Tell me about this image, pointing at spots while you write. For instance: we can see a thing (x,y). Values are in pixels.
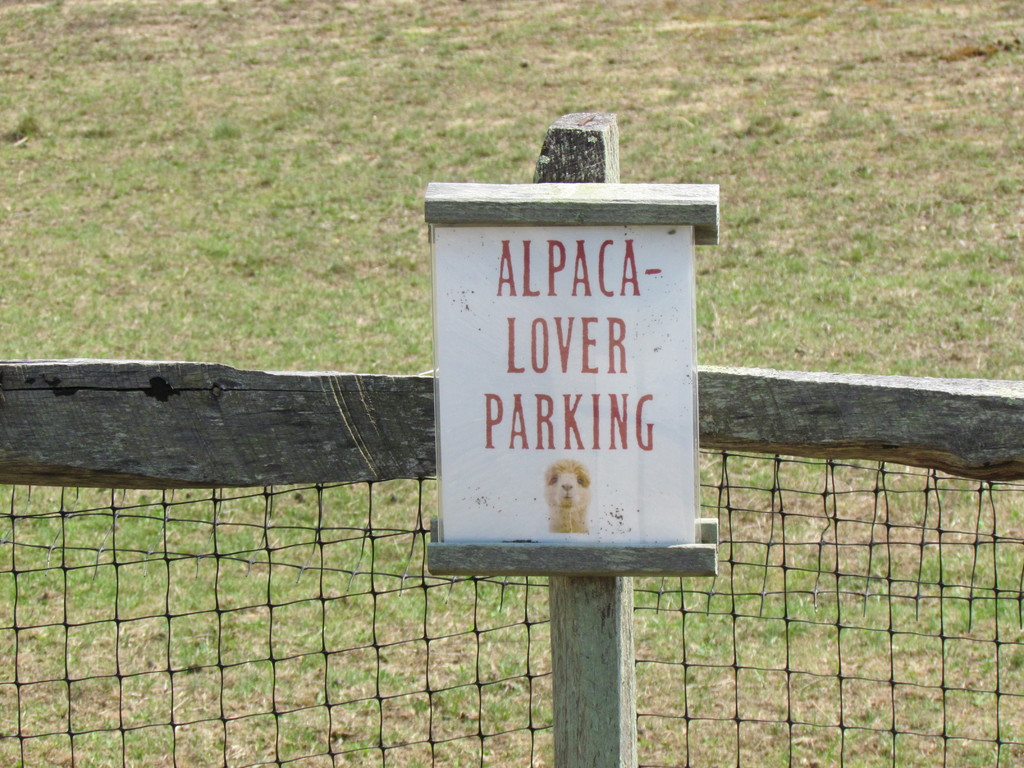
In this image I can see a board (575,432) is attached to the wooden pole (608,636). I can see the net fencing (966,580) and the grass (877,237).
